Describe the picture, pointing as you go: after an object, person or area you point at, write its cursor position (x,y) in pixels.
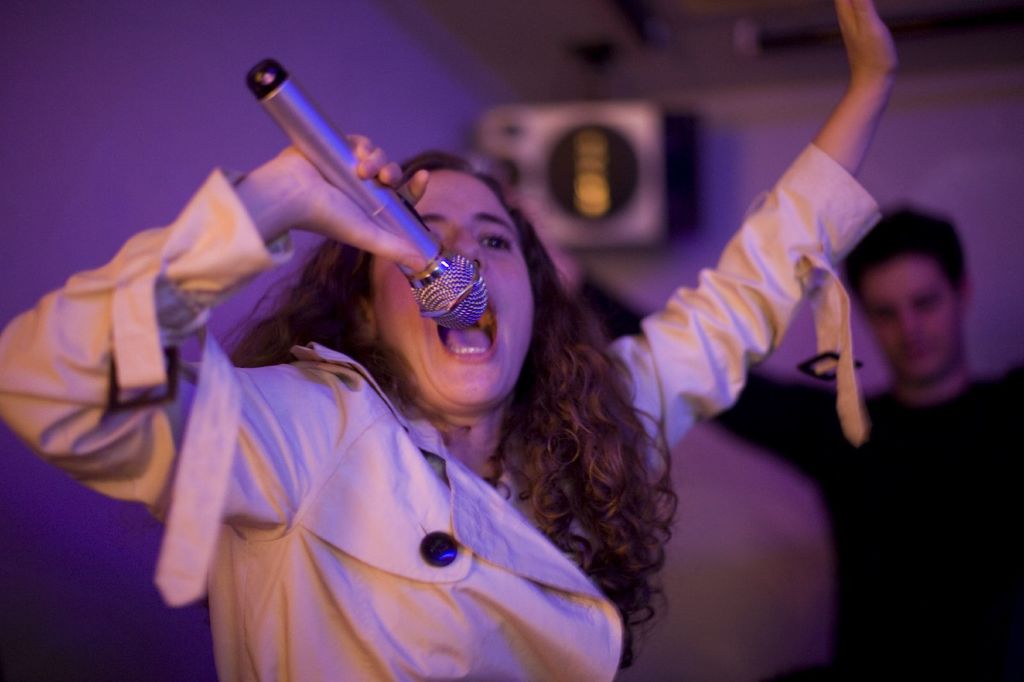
A person (362,642) is standing and singing, holding a microphone (453,313) in her hand (283,176). A person (919,276) is standing at the back (919,391) wearing a black t shirt (904,452).
